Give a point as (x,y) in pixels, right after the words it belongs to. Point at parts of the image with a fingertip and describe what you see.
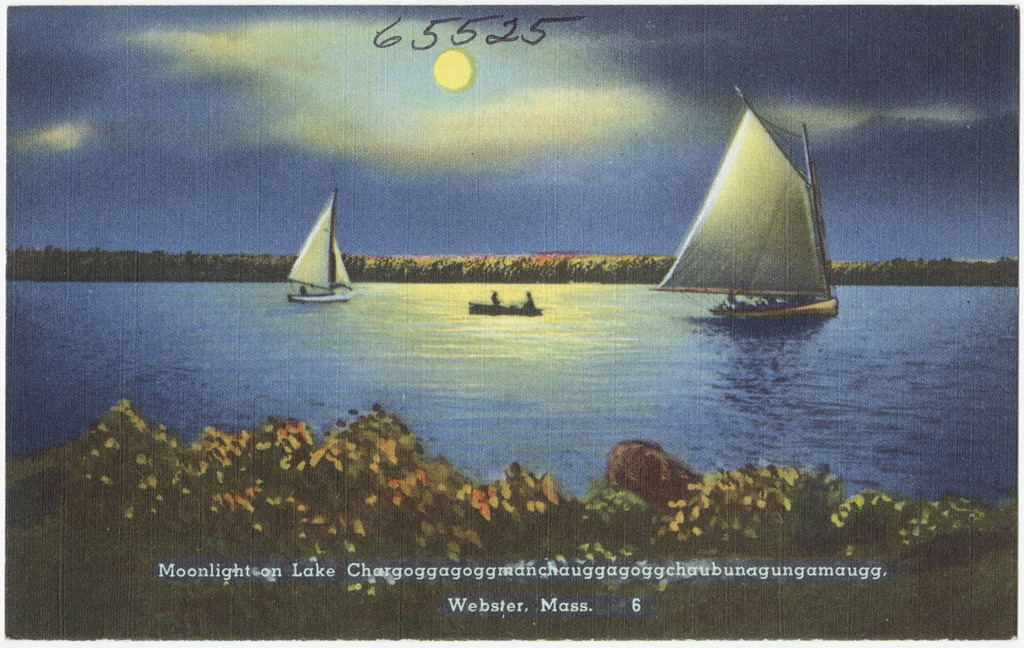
In this picture we can see some plants (365,530) in the front (391,509), there is some text (309,575) at the bottom (493,607), we can see water (660,368) and boats (751,297) in the middle (554,339), there are some numbers (517,20) and the sky (527,66) at the top of the picture (471,27).
